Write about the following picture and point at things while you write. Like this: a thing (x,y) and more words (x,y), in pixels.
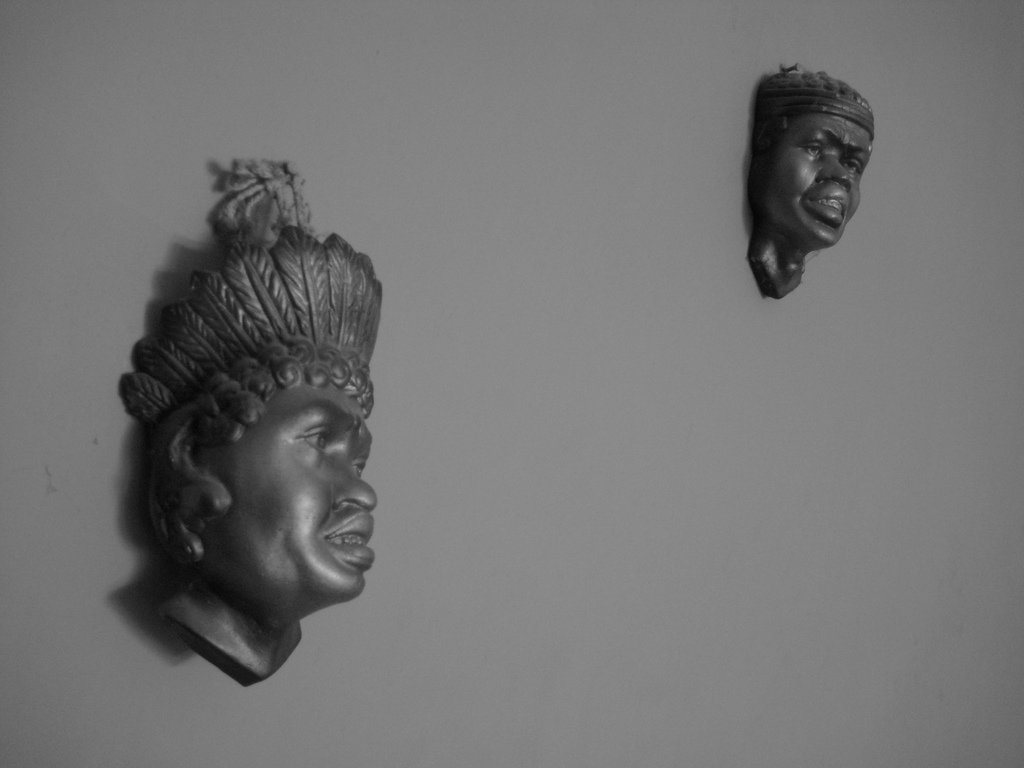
In the image in the center (543,366) there is a wall (563,338). On the wall (408,177), we can see idols (800,121).
